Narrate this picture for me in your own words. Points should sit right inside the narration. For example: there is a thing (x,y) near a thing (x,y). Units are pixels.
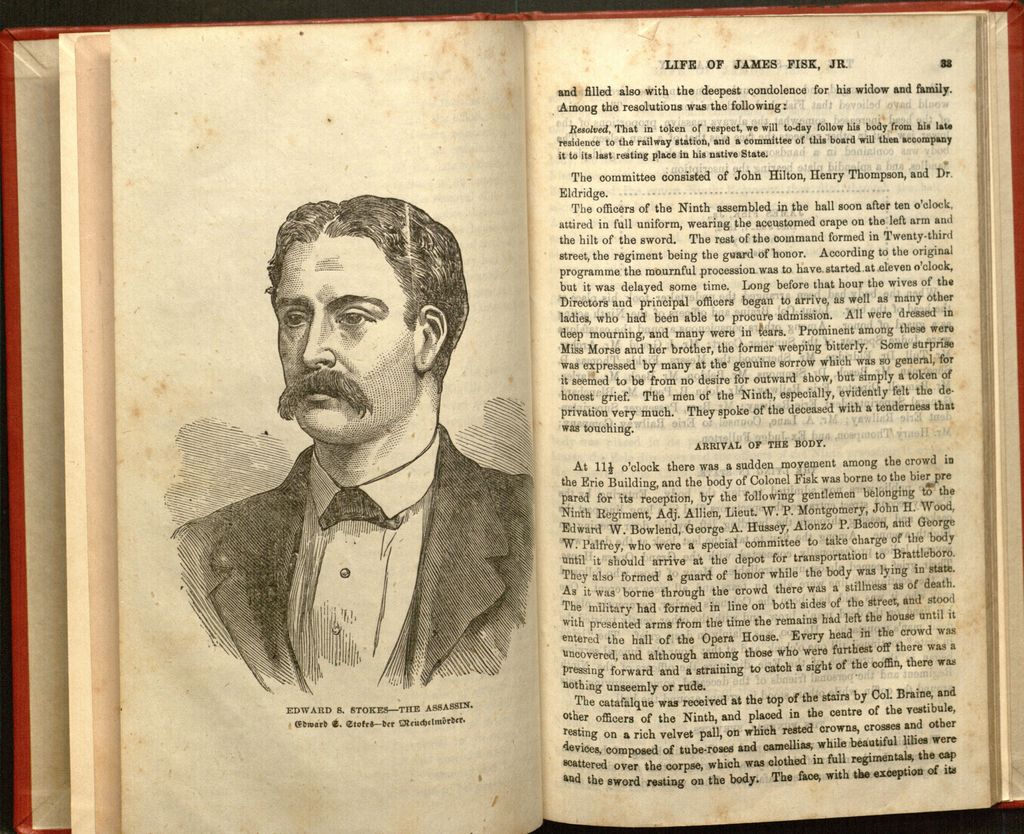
In this picture we can see a book (510,482), in the book (409,426) we can see a man (421,410) and some text (581,348).
